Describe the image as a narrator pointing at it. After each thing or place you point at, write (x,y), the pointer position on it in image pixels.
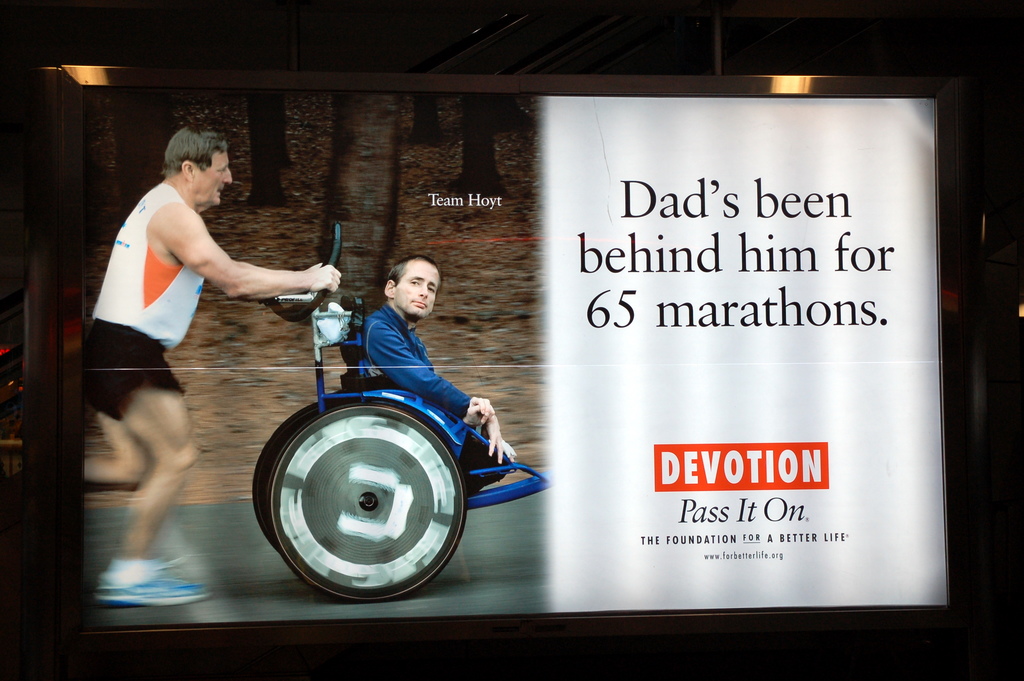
In this picture we can see a screen (233,569) and on this screen (115,492) we can see two people (146,268), wheelchair (334,339), trees (145,170) and some text (794,459) and in the background (493,50) we can see some objects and it is dark.
